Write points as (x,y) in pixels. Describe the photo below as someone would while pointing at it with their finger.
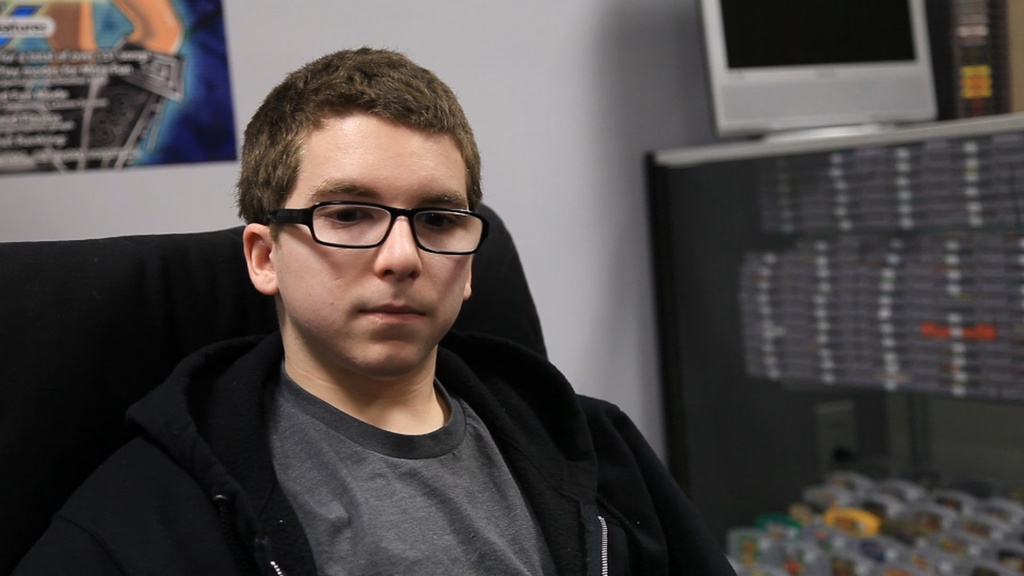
On the left side (268,390), there is a person (263,279) in a black color jacket (205,432), wearing a spectacle (319,216) and sitting. In the background (164,131), there is a poster (163,83) attached to the white wall (197,178), there is a monitor (749,69) and there are other objects (925,256).
